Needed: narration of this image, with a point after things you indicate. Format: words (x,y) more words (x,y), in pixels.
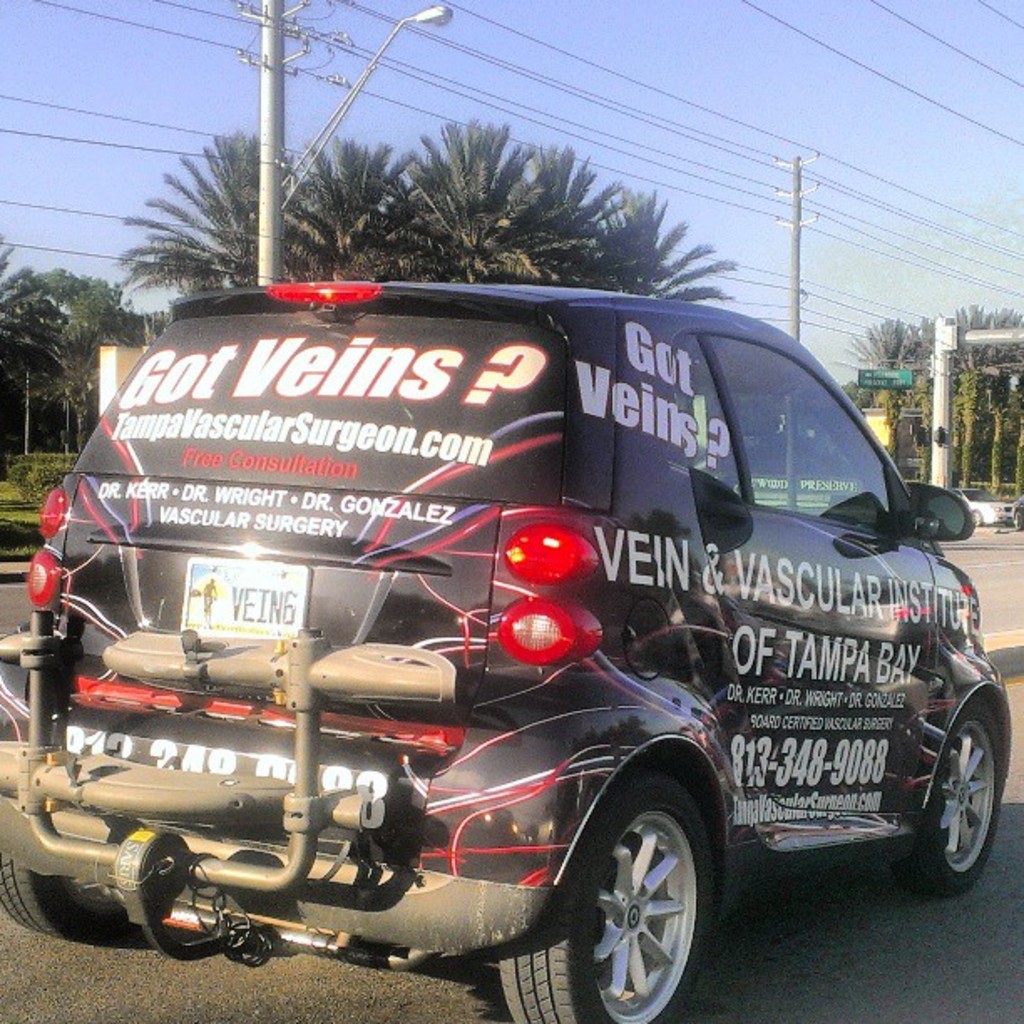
In this picture there is a black color car (530,676) with many quotes (820,696) written on it is moving on the road (876,978). Behind there is a coconut trees (327,273) and electric pole (793,217) with many cables (806,179).
